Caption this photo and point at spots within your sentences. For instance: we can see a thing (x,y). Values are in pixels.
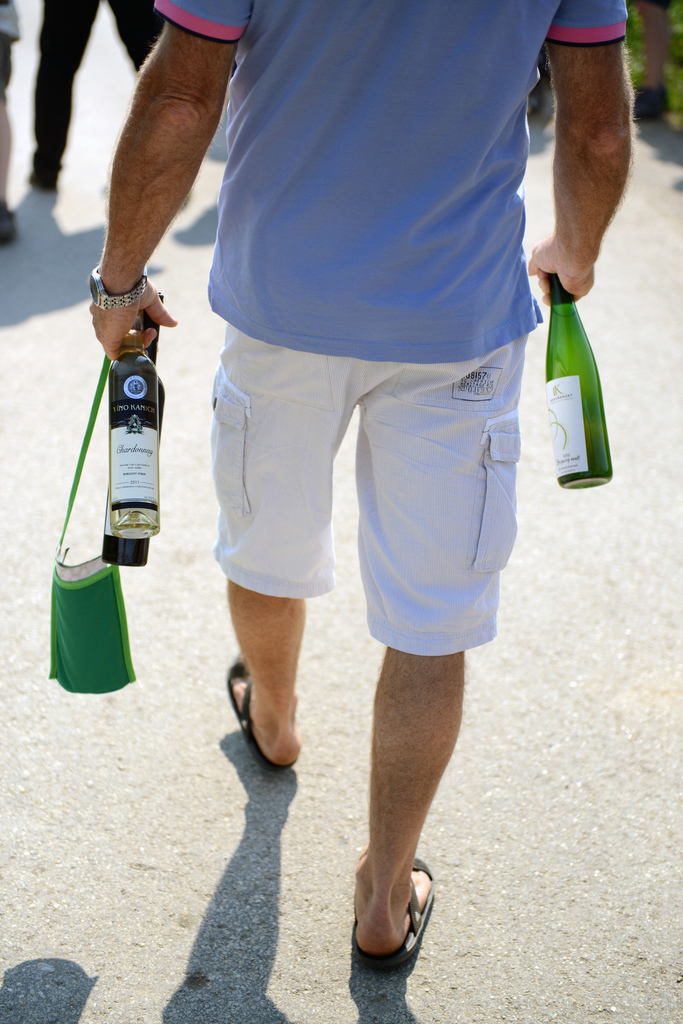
This picture shows a man (494,596) holding bottles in his hands (114,325) walking on the road (187,617).
